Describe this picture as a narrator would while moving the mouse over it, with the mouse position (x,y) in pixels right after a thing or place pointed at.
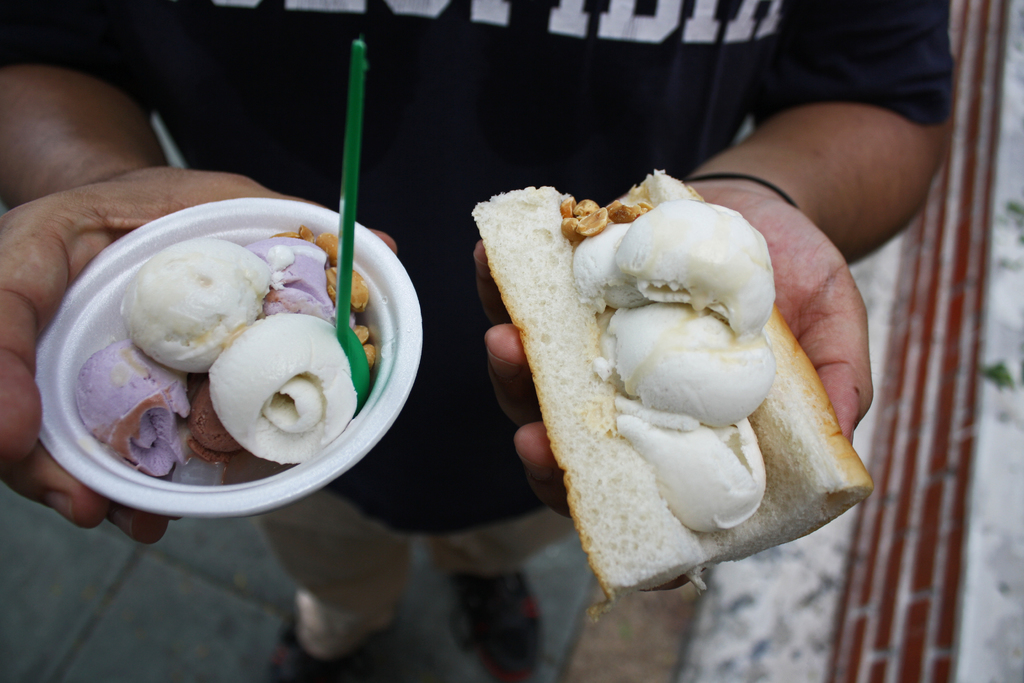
In this image a person (14,154) is holding a bowl (206,507) with one hand (66,214) and holding bread (659,546) with other hand (802,288). He is wearing black shirt (459,115). He is standing on the floor (645,680). In bowl (168,485) there is some ice cream (245,410) and a spoon (348,342) in it. Bread (565,332) is stuffed with some food (678,414) in it.
